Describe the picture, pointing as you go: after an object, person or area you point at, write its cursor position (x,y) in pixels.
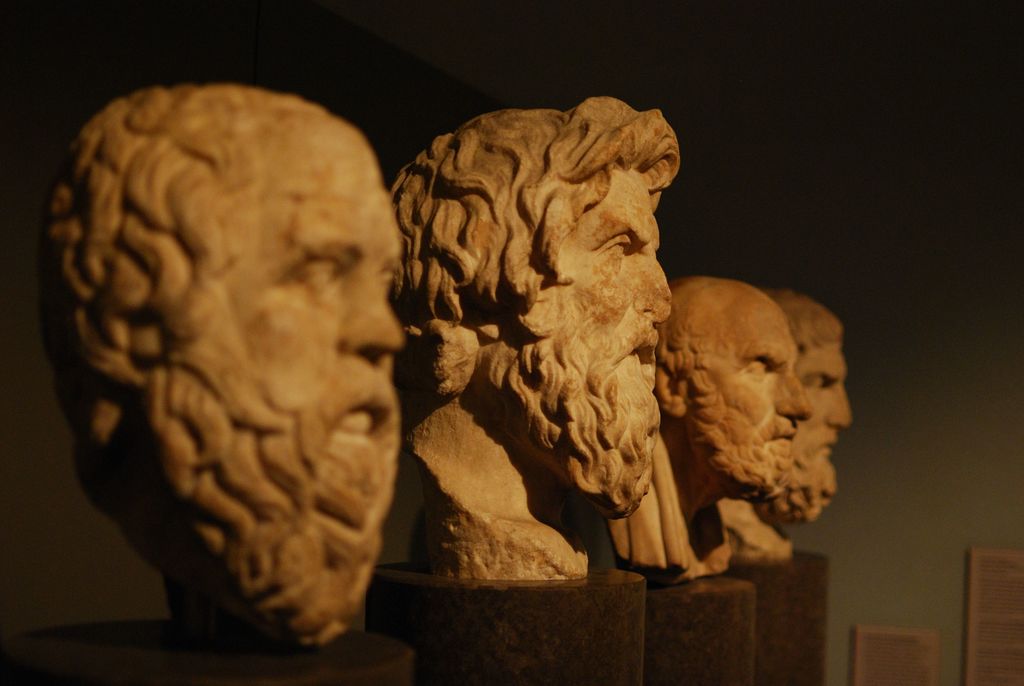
In this image, we can see sculptures (660,268) on the blur background.
